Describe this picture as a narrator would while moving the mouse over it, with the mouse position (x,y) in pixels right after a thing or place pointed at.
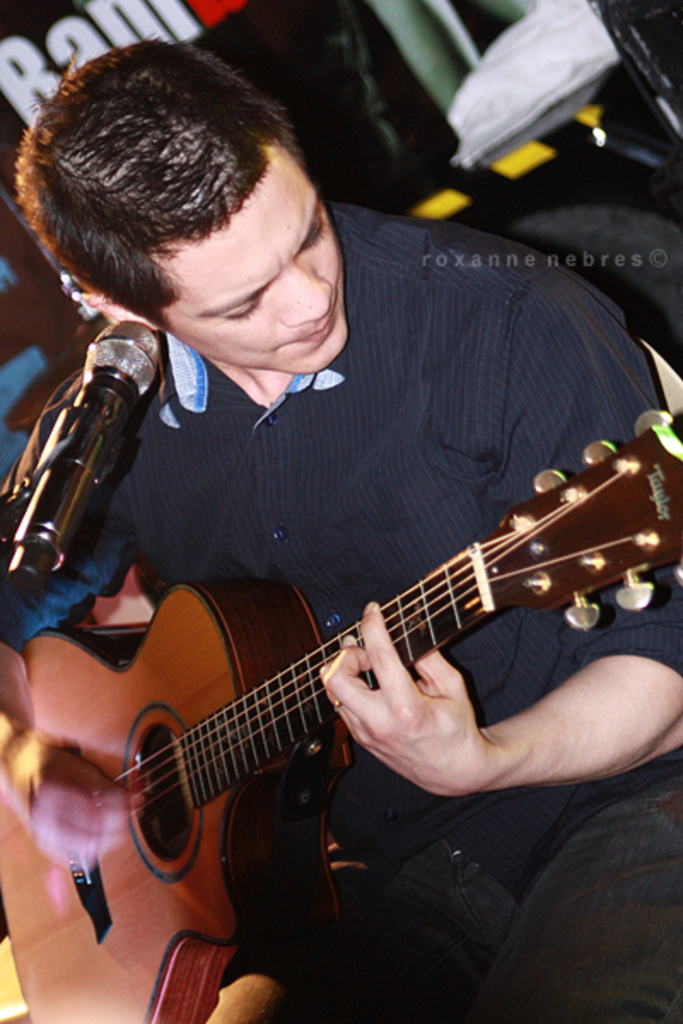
In the image there is a man (337,355) sitting on chair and playing guitar (242,683) in front of a microphone (121,351). In background (211,6) we can see a chair (513,36) and hoarding (326,3).
